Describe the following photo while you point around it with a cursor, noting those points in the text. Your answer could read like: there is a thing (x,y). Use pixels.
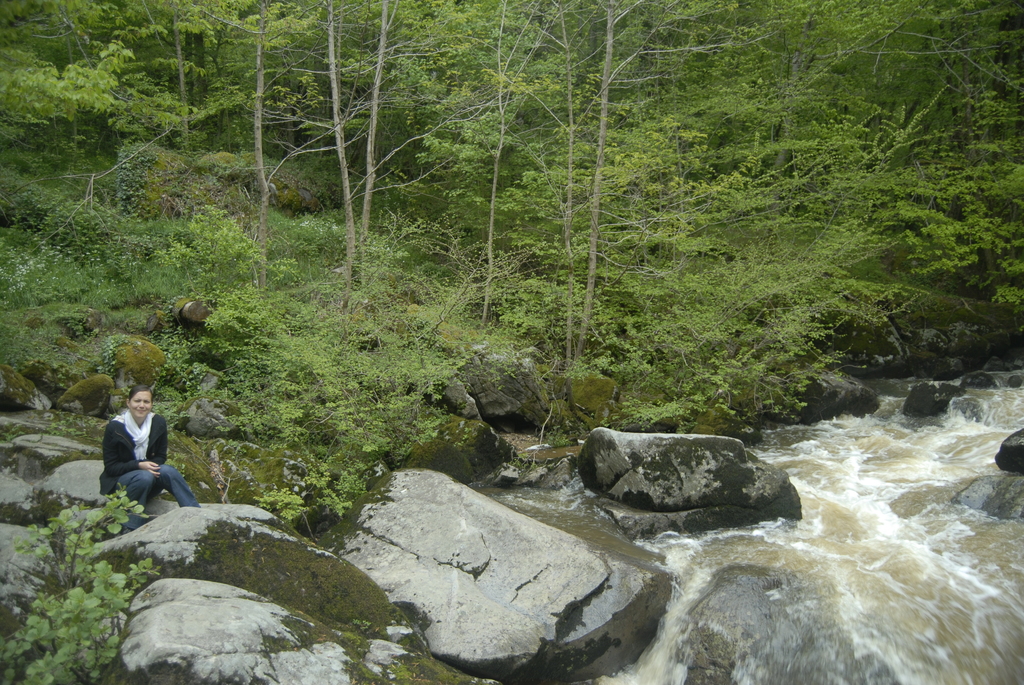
There are rocks (457,532). Through the rocks (741,504) water (767,532) is flowing. On the left side (155,467) a lady (133,467) is sitting on the rock (76,488). In the back (483,255) there are trees (646,247).
